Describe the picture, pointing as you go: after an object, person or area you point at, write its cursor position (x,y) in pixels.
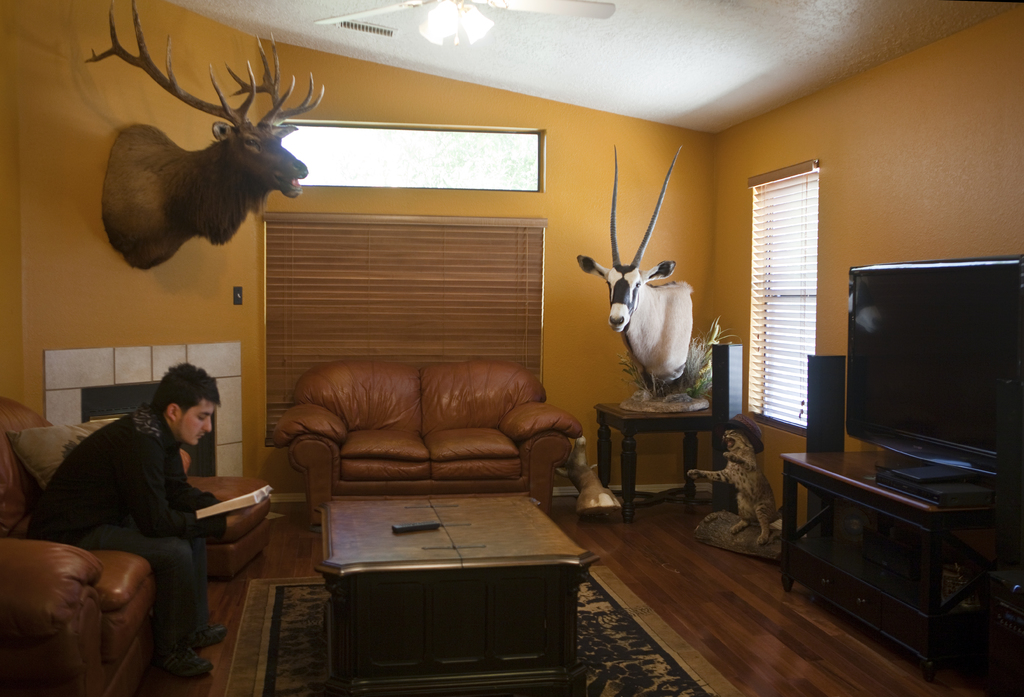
On the left (84,516) we can see one person (105,473) sitting on the couch (101,595) and holding book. On the right (941,355) we can see monitor (945,372) on the table (946,517). In the background (617,222) there is a wall (973,186), window (787,322), couch (405,451), statue (733,461) and table (475,574).
